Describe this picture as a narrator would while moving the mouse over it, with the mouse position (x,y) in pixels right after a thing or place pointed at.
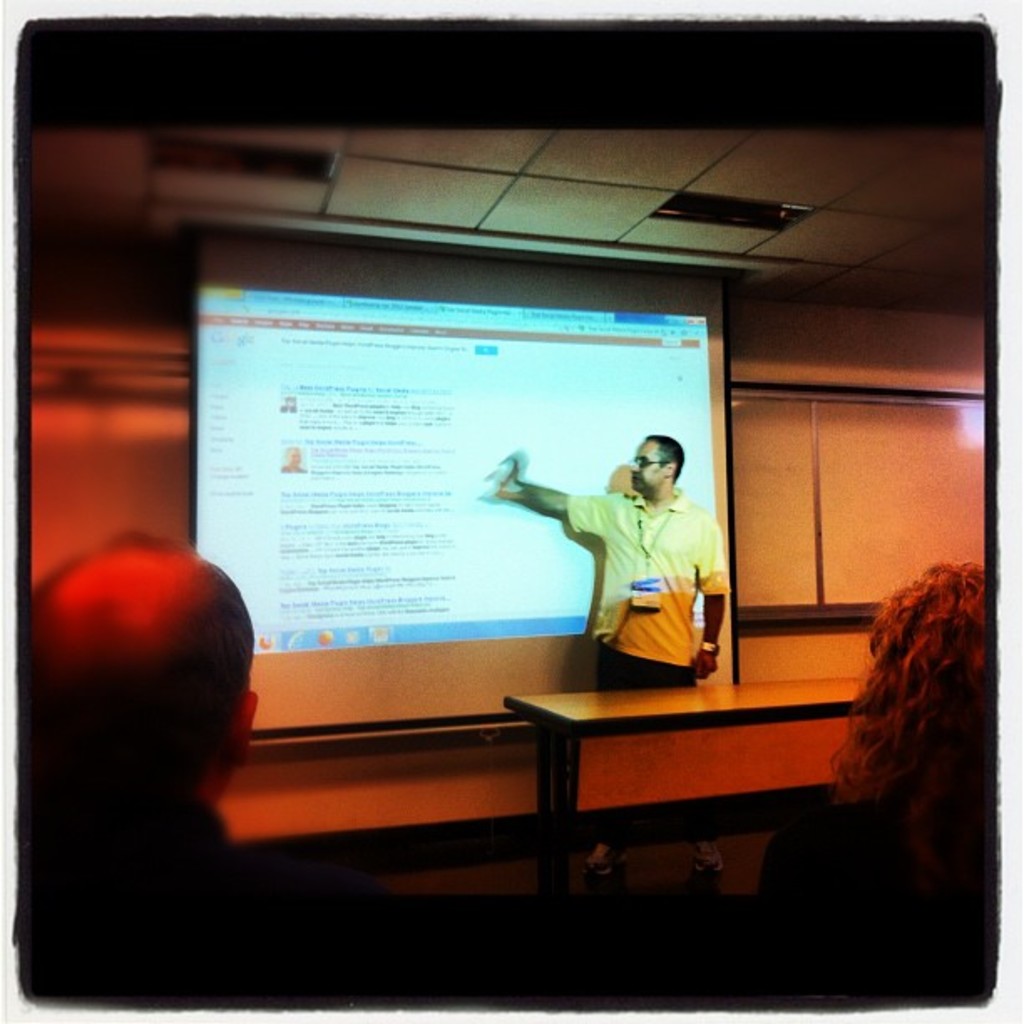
In the center of the image (602,513) we can see a man (631,684) standing and explaining. In the background (515,659) there is a screen (357,494) and we can see a table (539,848). At the bottom (121,851) there are people (866,861) sitting.
